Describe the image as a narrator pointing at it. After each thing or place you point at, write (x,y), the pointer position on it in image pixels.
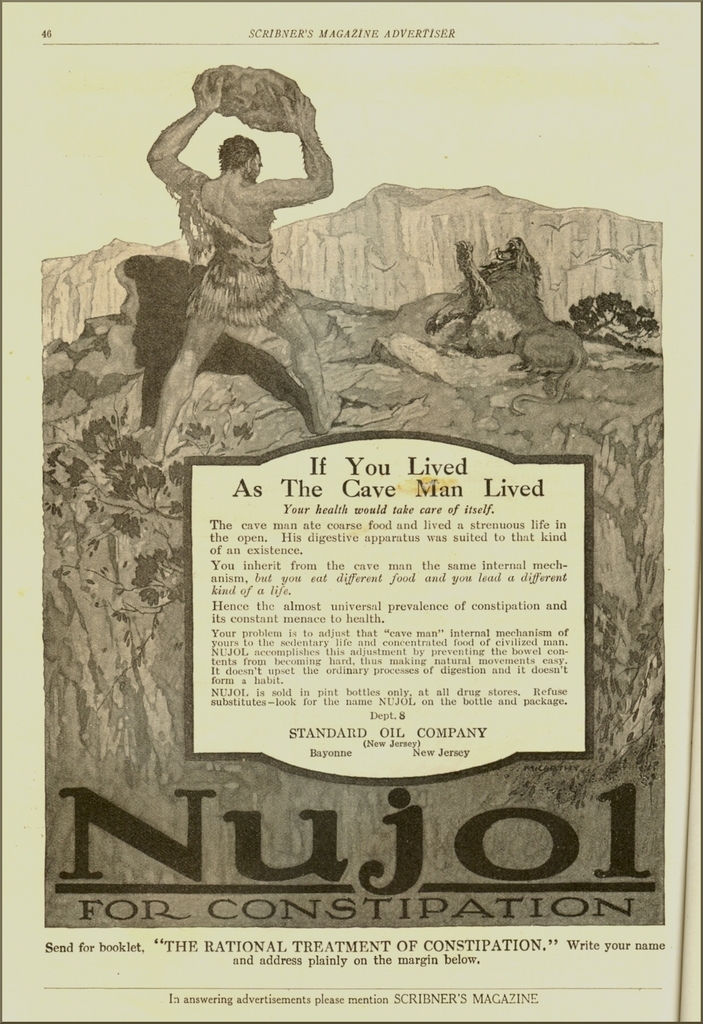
In this image we can see a poster (290,777). On this poster (290,777) we can see something is written on it. Here we can see picture (305,278) of a person (187,202) and an animal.
